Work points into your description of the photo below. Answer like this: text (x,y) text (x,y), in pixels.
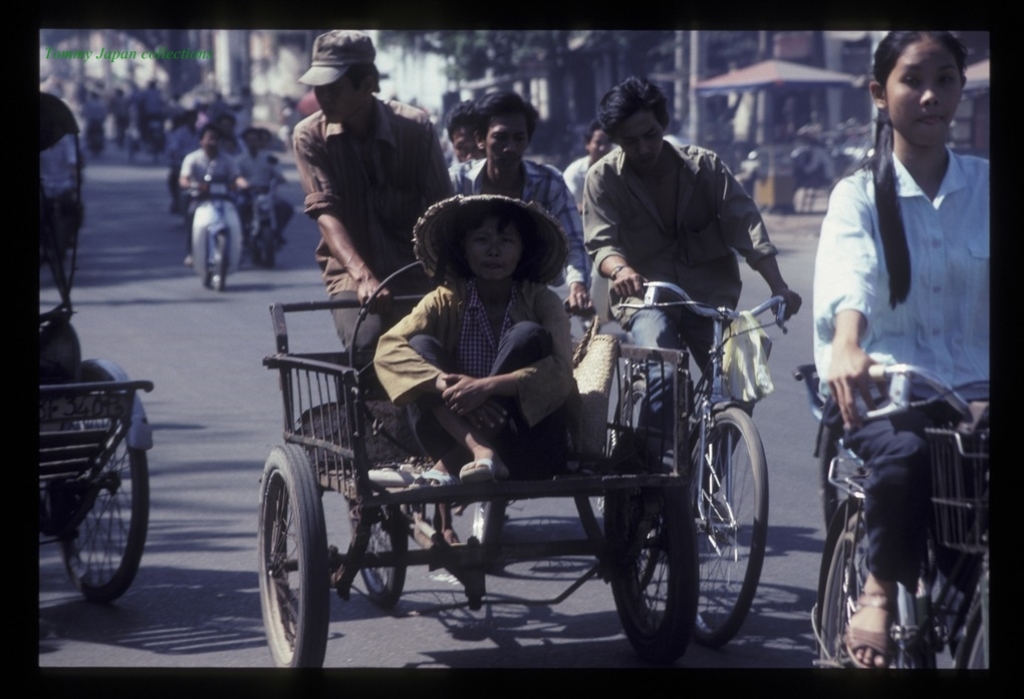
This is completely an outdoor picture. On the background (193,131) we can see persons (194,179) riding vehicles (141,137) on the road (113,603). Here under this text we can see a person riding a scooter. Here we can see few persons (345,310) riding bicycles (956,596) and a rickshaw (308,302).
